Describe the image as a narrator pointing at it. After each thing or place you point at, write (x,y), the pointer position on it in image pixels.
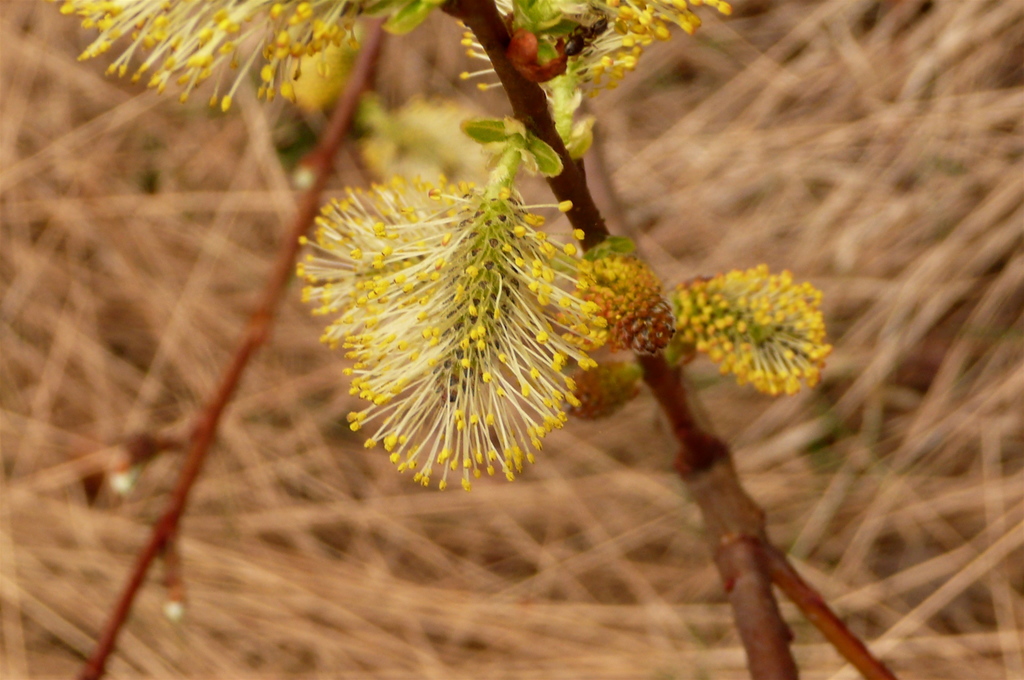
In this image there is a plant (553,280) with yellow color flowers (548,365), and there is blur background (573,453).
